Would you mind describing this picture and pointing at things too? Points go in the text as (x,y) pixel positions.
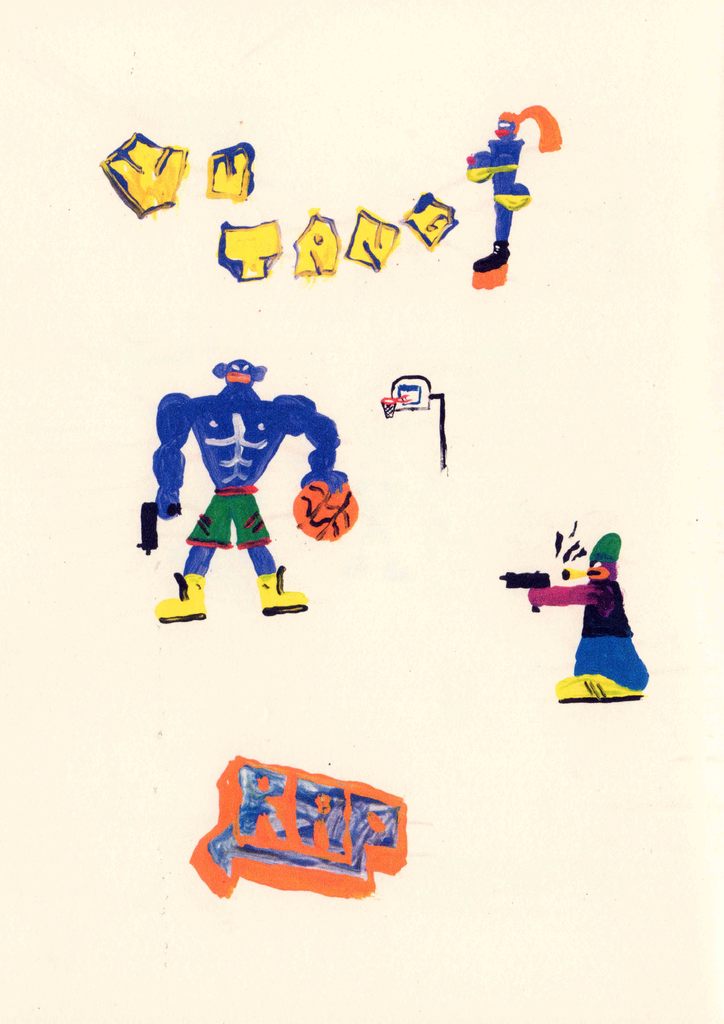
In this picture I can see the paper (540,808). In that I can see the painting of a man (213,552) who is holding a ball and gun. Beside him there is another man (590,583) is also holding a gun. At the bottom (257,773) I can read that RIP.
